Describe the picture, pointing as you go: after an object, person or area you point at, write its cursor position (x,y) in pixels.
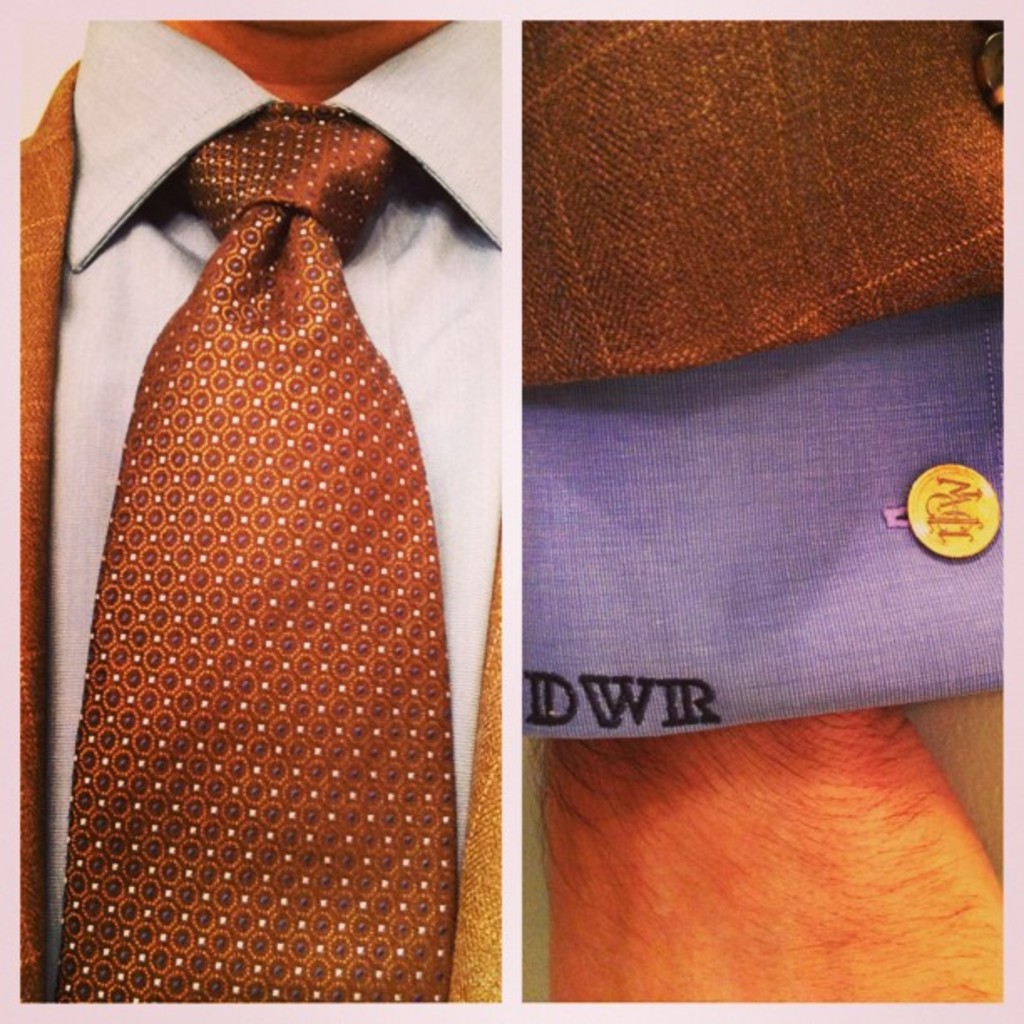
In this image we can see the collage picture of two photos and we can see a person (436,410) wearing a blazer (65,201), shirt (166,312) and a tie (349,469) and we can see some text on the cloth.
